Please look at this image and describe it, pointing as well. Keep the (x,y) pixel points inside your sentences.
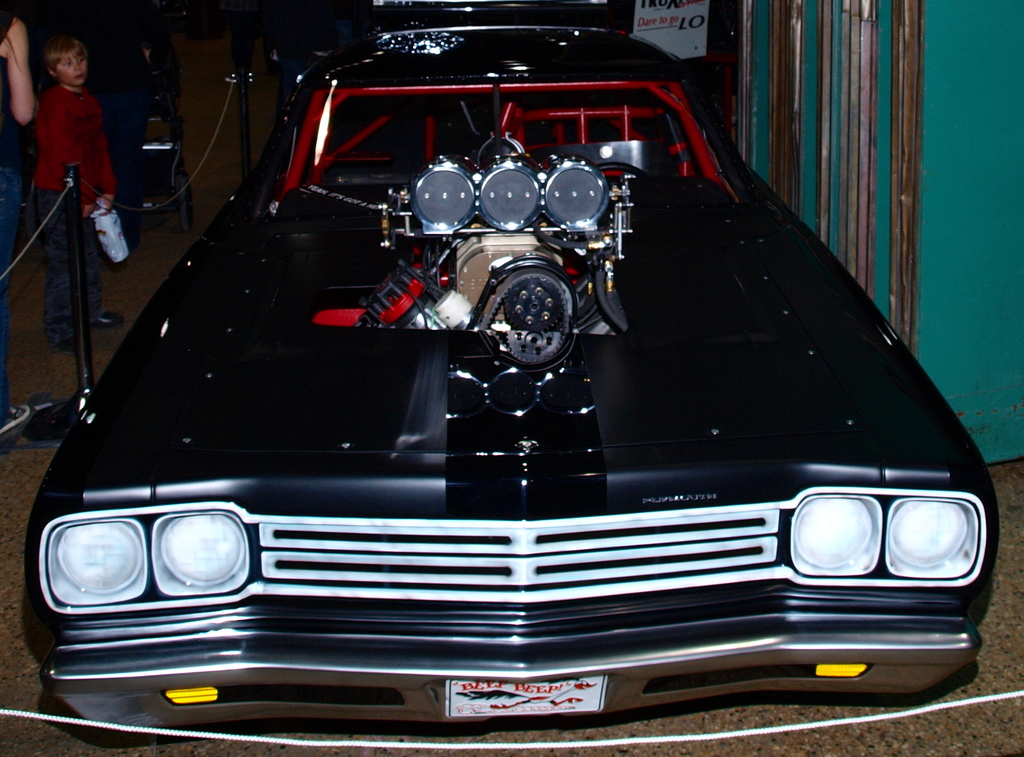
In this image there is a car (226,557) in the showroom (147,295), beside that there is a rod fence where people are standing.
